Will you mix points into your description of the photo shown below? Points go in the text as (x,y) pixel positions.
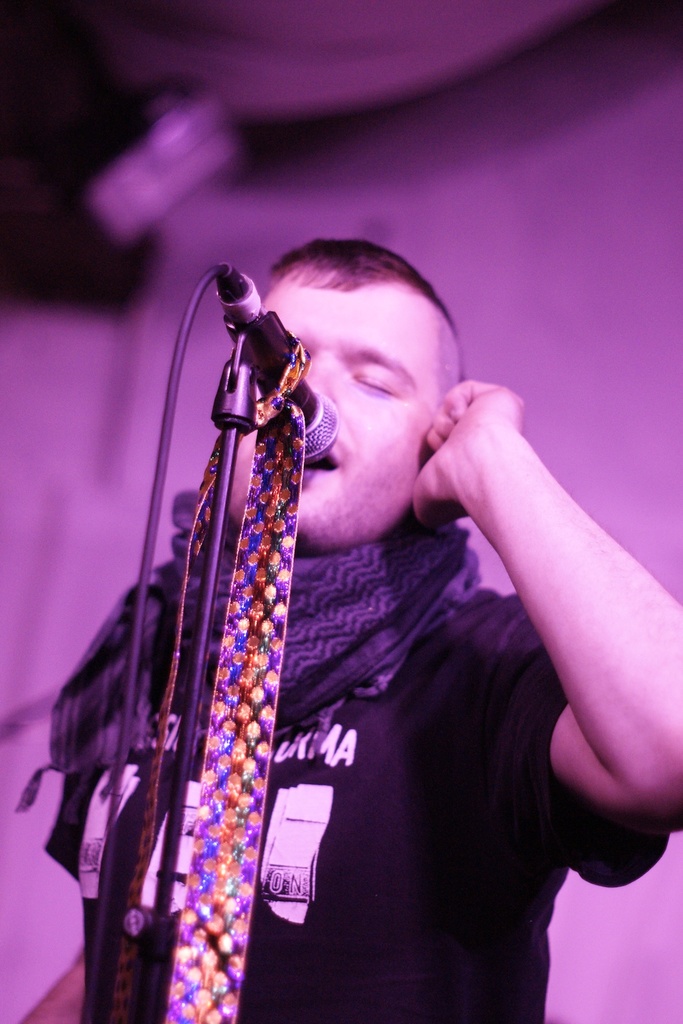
In this picture I can see there is a man (493,476) standing here he is wearing a shirt (382,846), a scarf (339,624) and there is a microphone (250,325) here in the backdrop (102,403) there is a wall (219,356).
